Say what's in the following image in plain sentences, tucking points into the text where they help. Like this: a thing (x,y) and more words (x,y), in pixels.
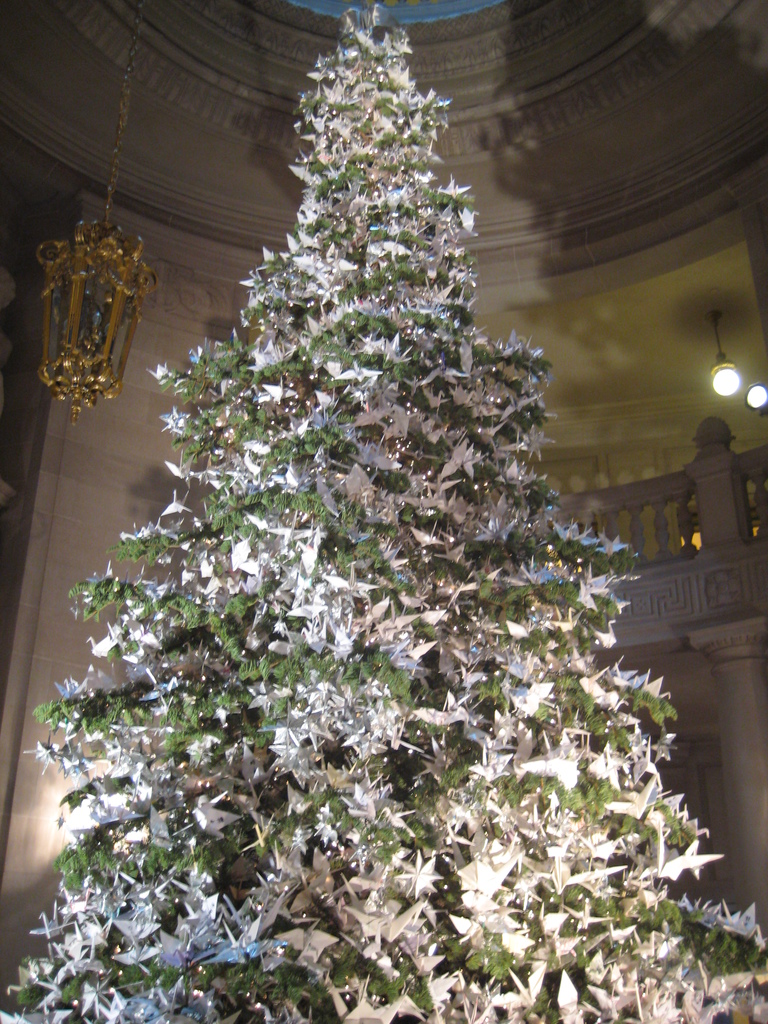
In the center of the image (432,528) there is a Christmas tree (279,750). In the background (114,476) we can see wall (166,475), lights (732,364), pillar (762,655) and wall (485,191).
